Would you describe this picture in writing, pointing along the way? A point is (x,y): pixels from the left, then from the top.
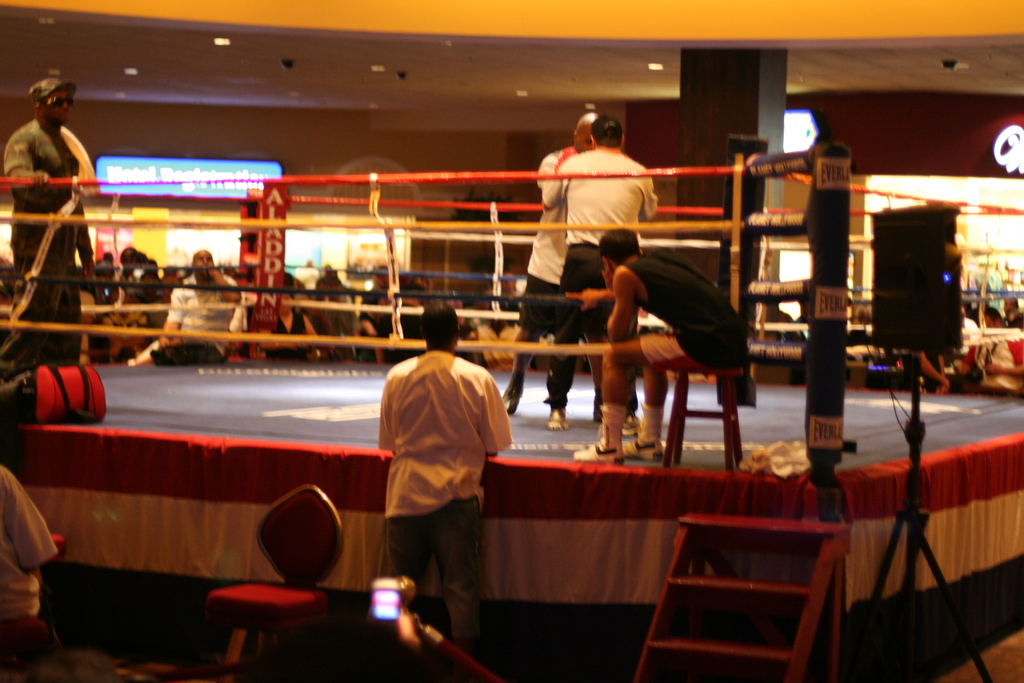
This picture shows the inner view of a building (894,142). There are some lights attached to the ceiling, one board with text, few objects (140,246) attached to the wall (881,131), some objects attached to the ceiling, one boxing ring (683,439), some text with banners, some people (183,313) are standing, some people (147,272) are walking, two men (206,301) sitting, one stool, one curtain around the boxing ring (52,229), two men (559,307) standing, some people (84,299) are holding objects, one object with wire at the bottom of the image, one speaker (923,297) with stand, one ladder (779,656), one bag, one object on the boxing ring (1022,295), some objects (310,243) in the background (1004,303) and the background is blurred.
